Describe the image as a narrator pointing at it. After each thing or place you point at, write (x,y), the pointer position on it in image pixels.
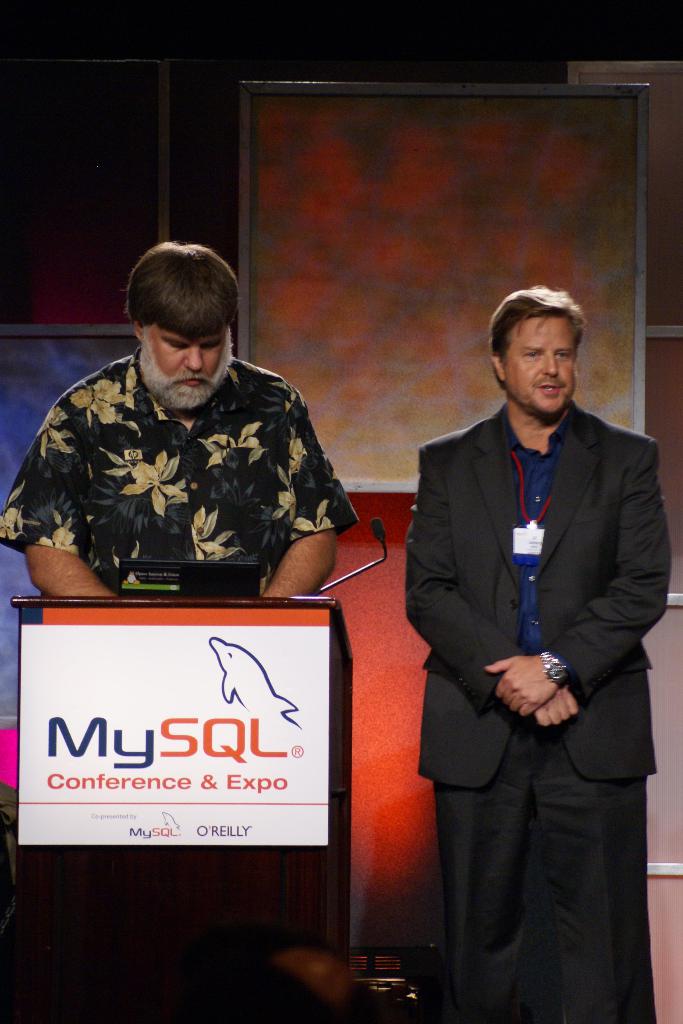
There are two men (169,406) standing. This is a podium (115,989) with a mike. I think this is a poster (167,840), which is attached to the podium (334,850). This looks like a laptop (202,577). In the background (461,257), I think this is a board (354,202).
